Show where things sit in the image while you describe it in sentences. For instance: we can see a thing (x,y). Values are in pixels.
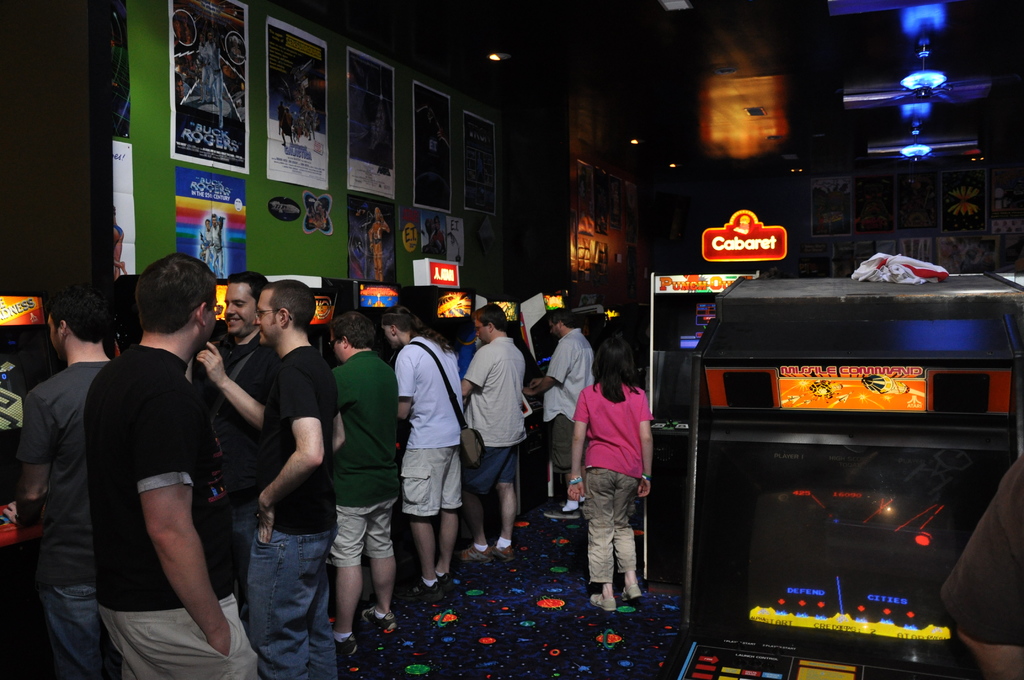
On the left (202,307) we can see people (200,389) standing at video game counters (220,326). At the top (301,100) there are posters (241,131), light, chandelier (927,82), ceiling (702,87) and other object (762,117). On the right (868,452) we can see video game boxes (798,439). At the bottom (499,650) it is floor (476,667).
